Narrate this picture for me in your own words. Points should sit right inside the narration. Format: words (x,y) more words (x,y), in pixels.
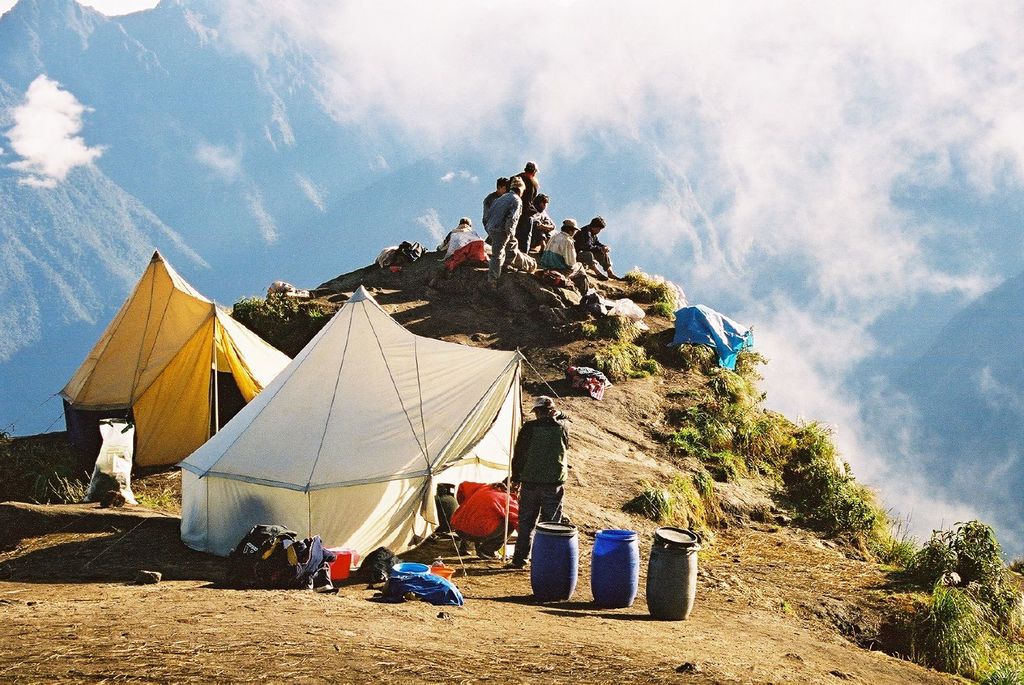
In this image, we can see people (538,206) on the hill (447,276) and some are wearing caps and there are tents (436,362), drums (659,602), clothes (318,554), bags (257,545) and some other objects (580,365) and we can see some plants (689,475). At the top (505,108), there are clouds (574,69) in the sky (617,69).
